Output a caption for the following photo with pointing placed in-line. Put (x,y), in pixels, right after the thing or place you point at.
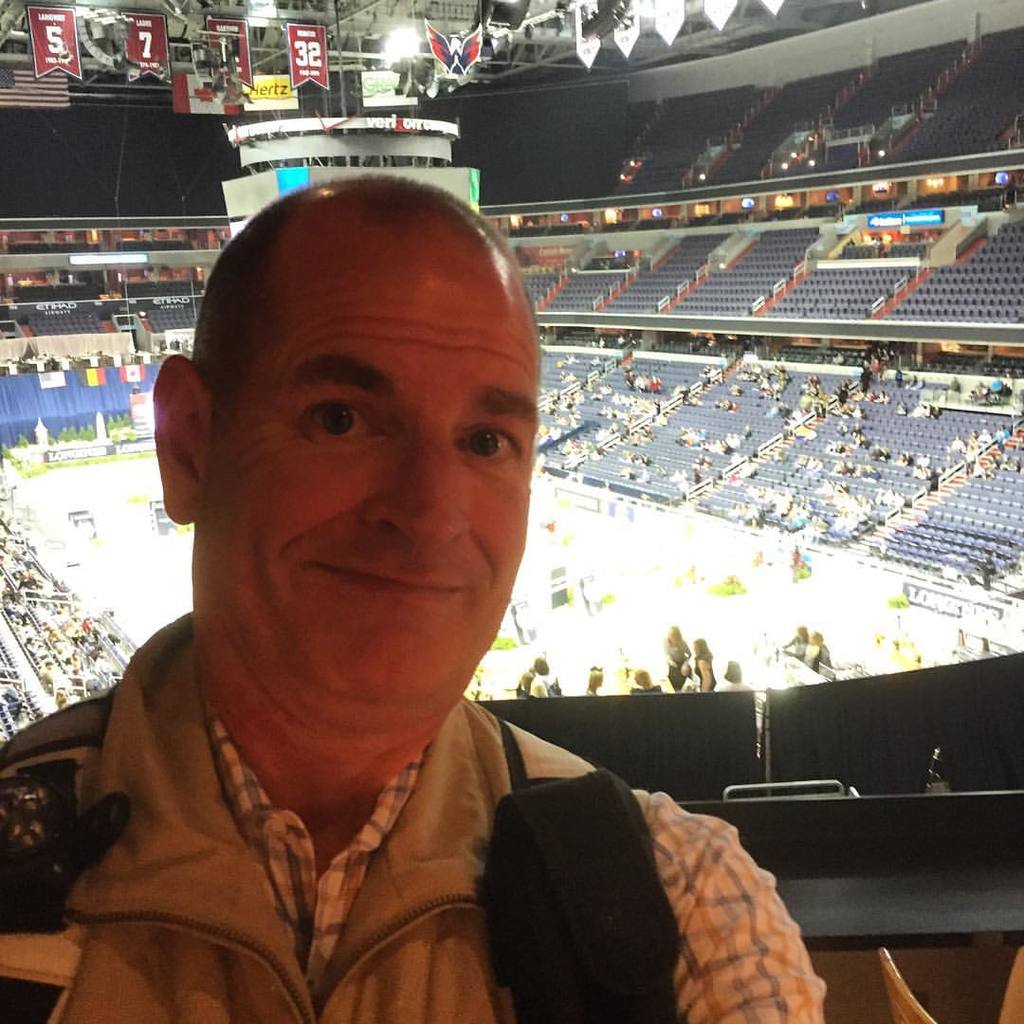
In this image in the front (260,781) there is a person (322,811) smiling. In the background (804,628) there are persons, there are empty chairs (670,290) and there are banners (160,48) with some text (154,64) and numbers (154,64) written on it and there are boards (934,213).
